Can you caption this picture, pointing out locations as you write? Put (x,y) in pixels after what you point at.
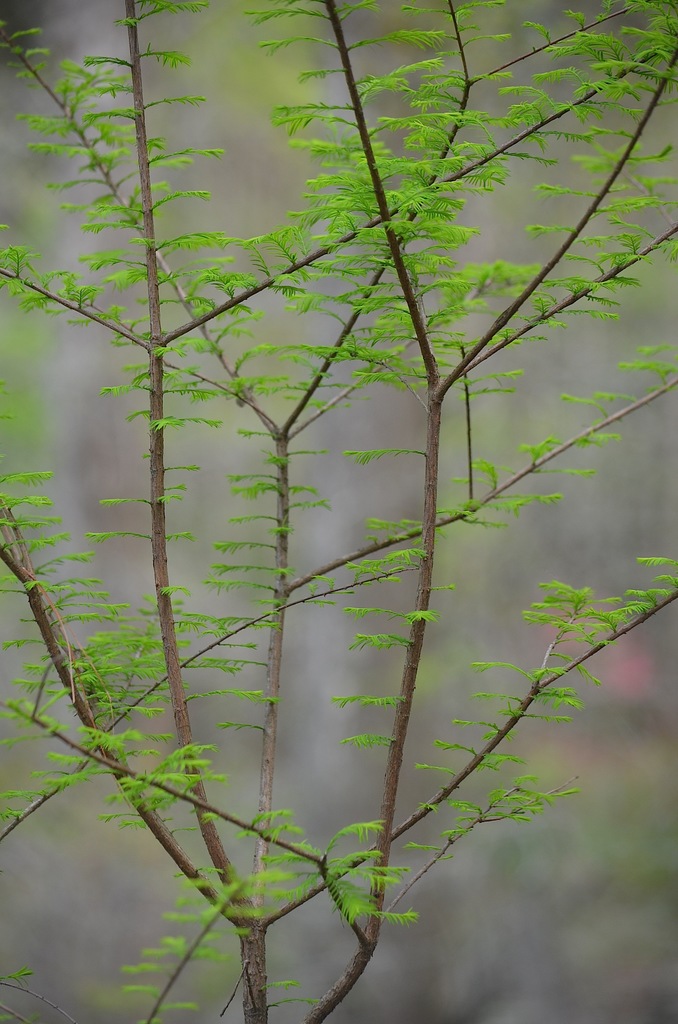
This picture shows a plant (534,501) and we see green Leaves (180,351) to it.
